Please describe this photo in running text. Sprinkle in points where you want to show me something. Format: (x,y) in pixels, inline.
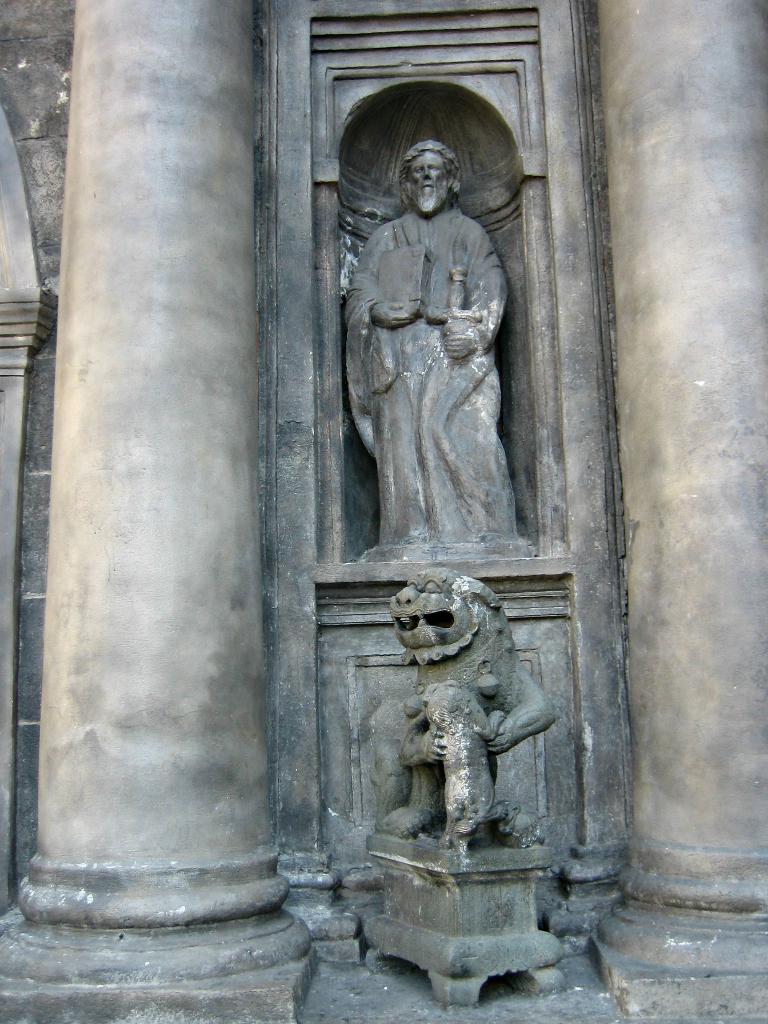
In this picture we can see pillars (69,133), wall (26,90) and statues (408,795).
